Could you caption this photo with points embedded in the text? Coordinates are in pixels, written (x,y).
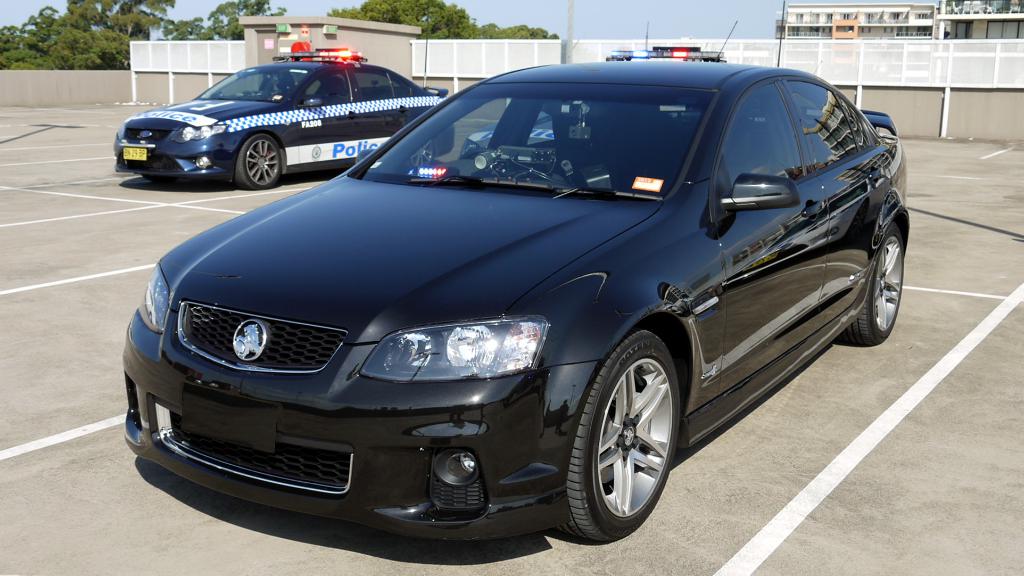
In this image we can see the vehicles (321,243). And we can see a shed (332,40) and the metal fencing (206,52). And we can see the trees (81,40) and the sky (697,14).
